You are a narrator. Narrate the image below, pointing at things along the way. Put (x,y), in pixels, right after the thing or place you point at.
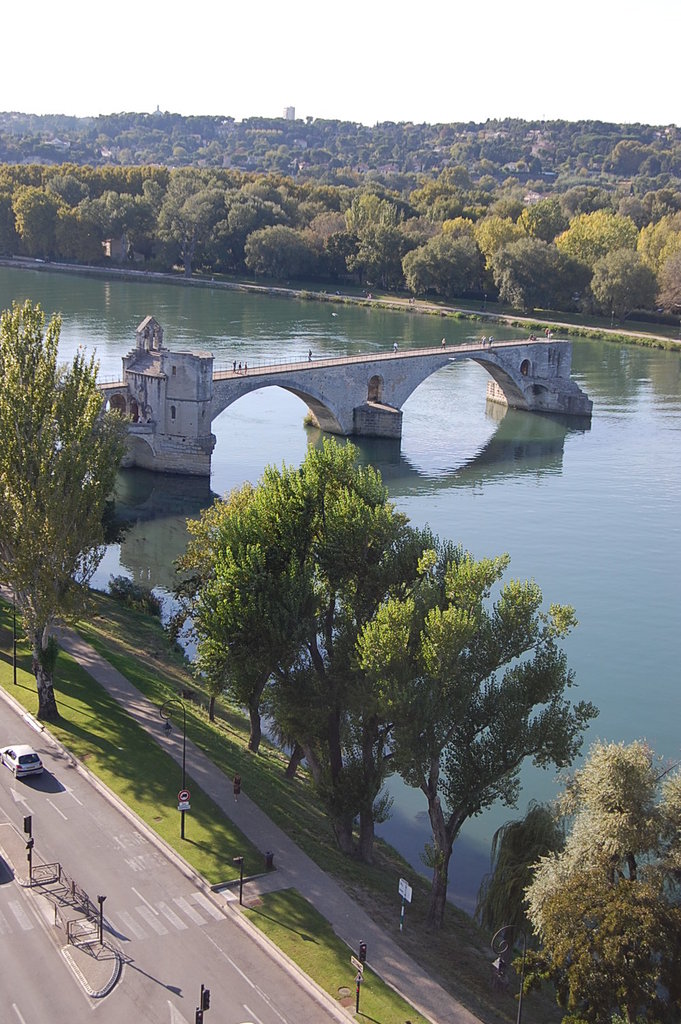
This image is taken outdoors. In the background (255,160) there are many trees (384,208) and plants (459,188) on the ground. In the middle of the image (276,431) there is a river (425,447) with water (642,556) and there is a bridge (370,372) with pillars (360,414) and walls (305,372). There are a few people (490,339) on the bridge (294,369). At the bottom of the image (190,979) there is a road (228,982) and there is a ground (191,830) with grass (100,648) on it. There are a few trees (305,754). A car (24,766) is moving on the road (62,846) and there are a few poles (183,813).
